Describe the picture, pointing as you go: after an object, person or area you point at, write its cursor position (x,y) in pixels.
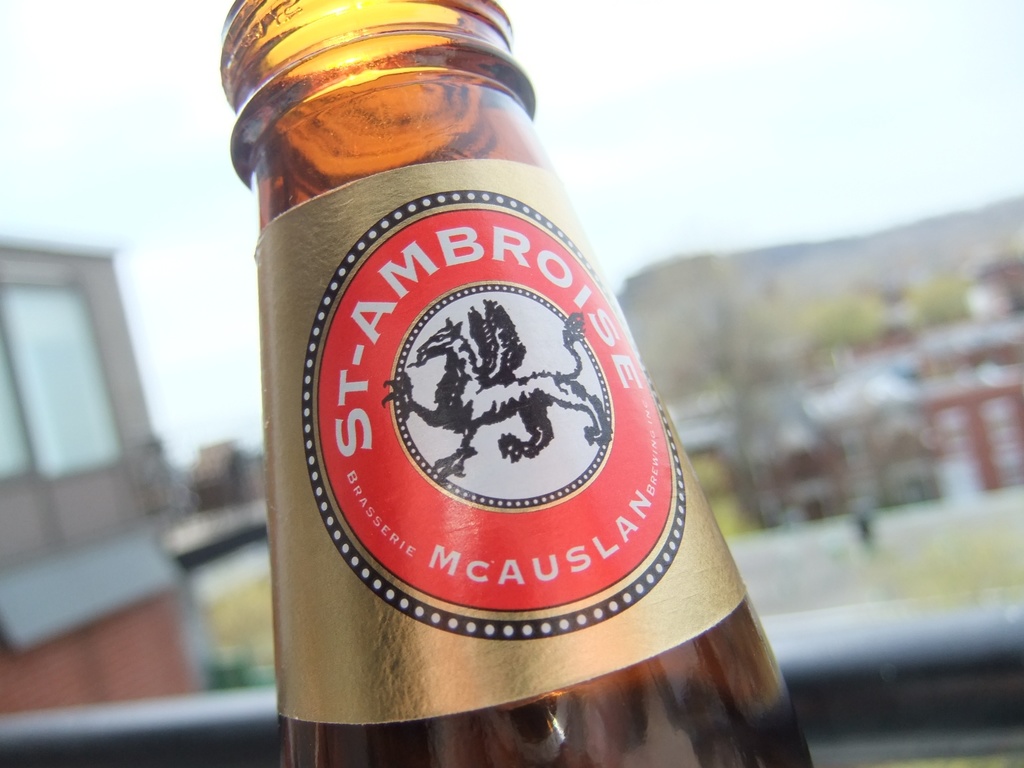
In this image I see a bottle (692,509) on which there is an animal photo (536,304).
